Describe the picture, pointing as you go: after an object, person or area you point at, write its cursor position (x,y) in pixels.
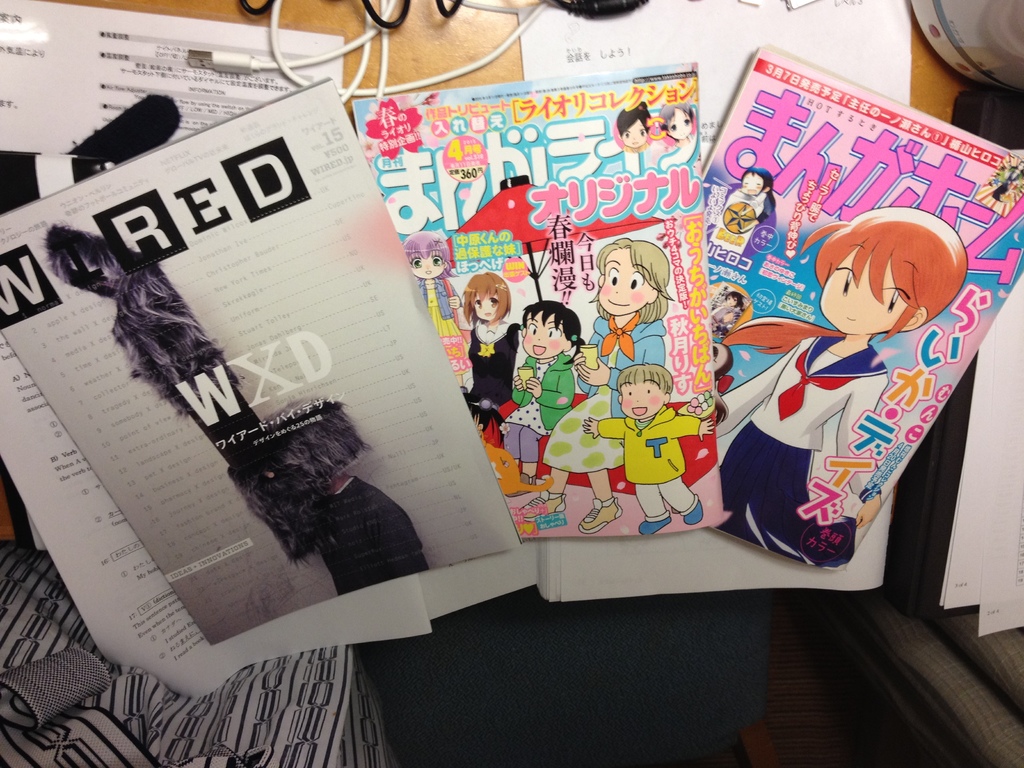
In this picture we can observe books (463,291) and papers (737,20) placed on the cream color table (447,60). We can observe white color wire (304,63) here. There are different colors of books (514,242) on the table (348,108).
